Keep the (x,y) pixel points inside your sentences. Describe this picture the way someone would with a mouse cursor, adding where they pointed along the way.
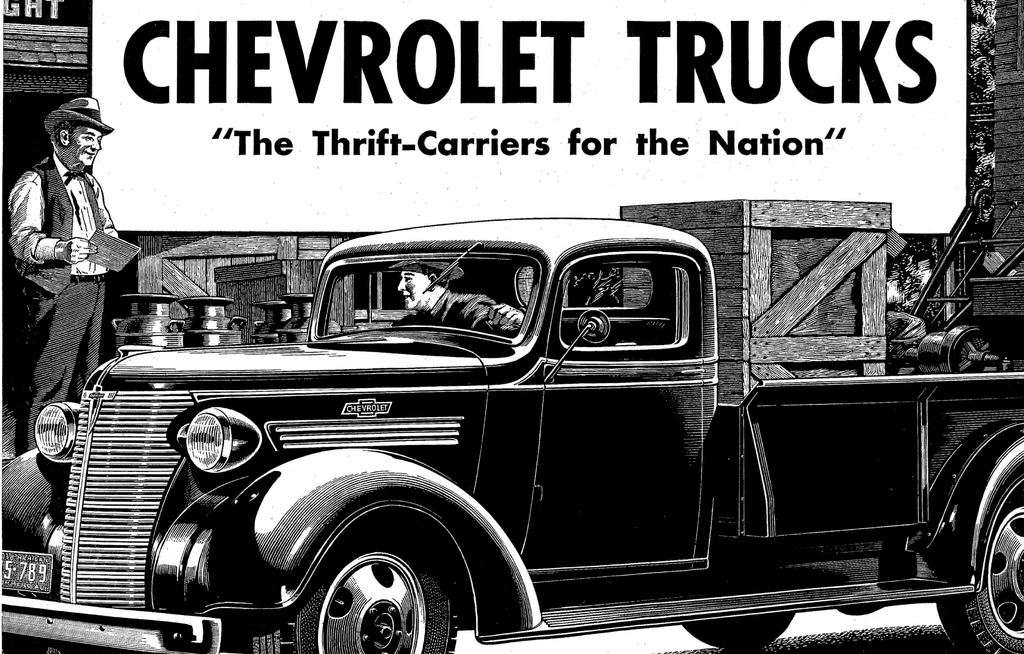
In this image there is a black and white sketch, in the sketch there is a person (417,324) driving a car (348,354), beside the car (329,348) there is a person (85,204) standing, behind the person (81,209) there is a display board (477,123), in front of the display board (805,186) there are wooden boxes (844,251), beside the wooden boxes (862,321) there is a metal trolley (961,282).
